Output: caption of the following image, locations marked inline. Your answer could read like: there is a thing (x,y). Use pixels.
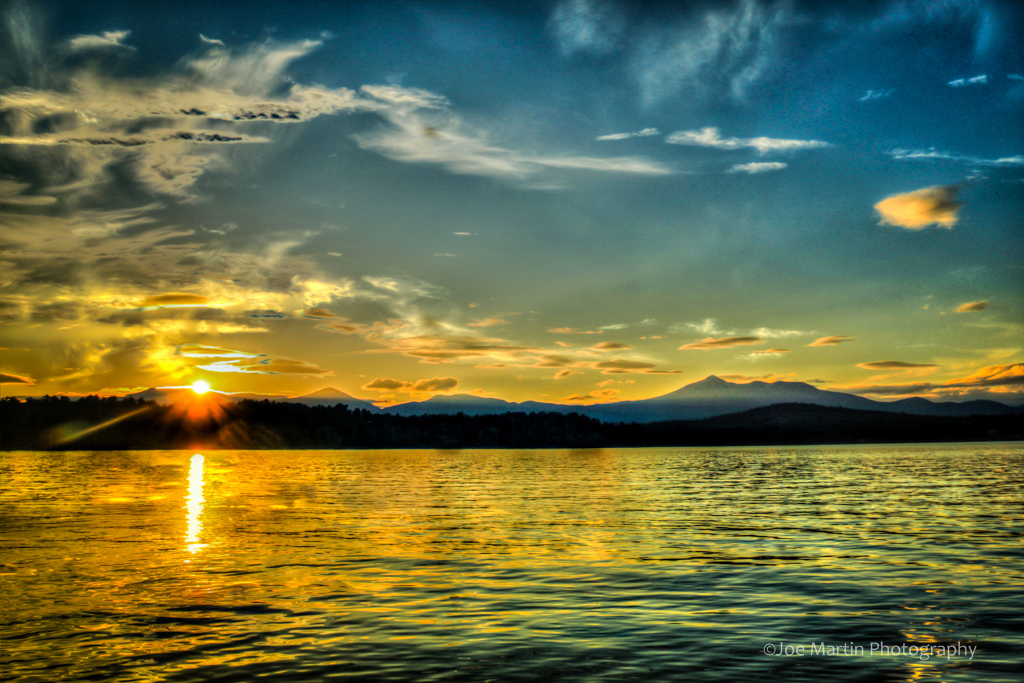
On the bottom right (899,644), there is a watermark (806,647). At the bottom of this image (488,500), there is water (885,504). In the background (966,386), there are mountains (789,389) and there are clouds (109,286) and a sun (201,387) in the sky (404,280).
